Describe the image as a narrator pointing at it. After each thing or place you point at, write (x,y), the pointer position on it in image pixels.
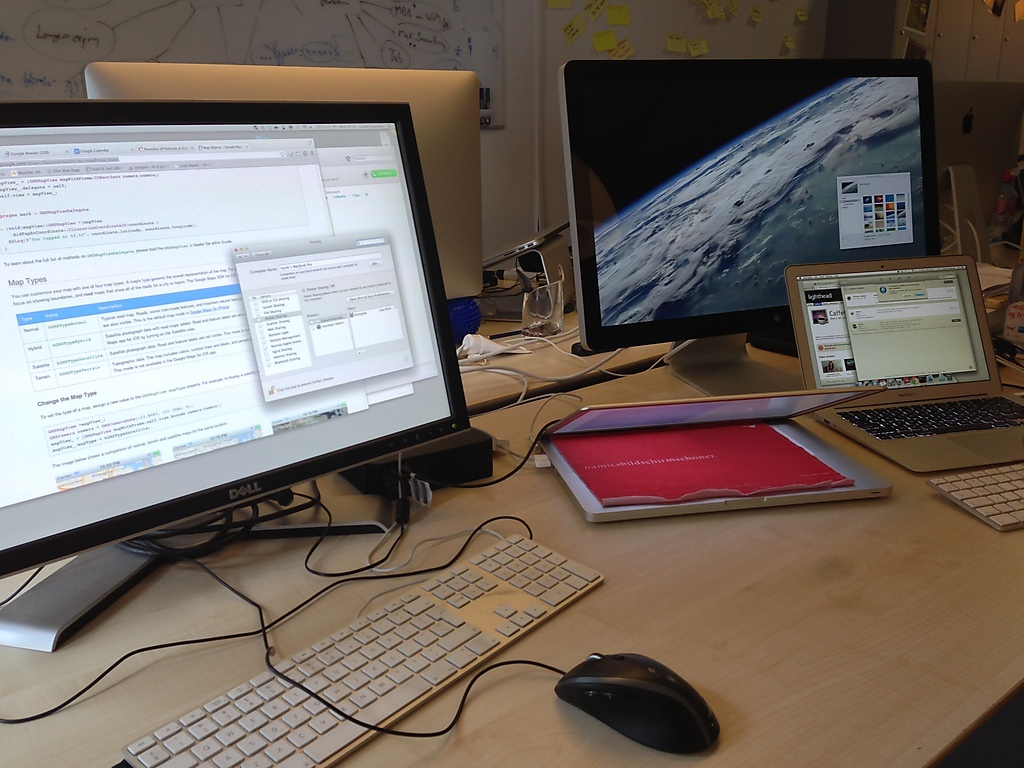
This image is clicked in a room (792,356) where it has tables (824,663), on that tables (655,612) there is system (291,487), keyboard (454,593), mouse (626,667), laptops (940,369), Glass (550,324) on that. There are wires (534,442) in the middle (541,429). There are white boards (455,36) on the top (152,42). There is written something on that white boards (441,28).
